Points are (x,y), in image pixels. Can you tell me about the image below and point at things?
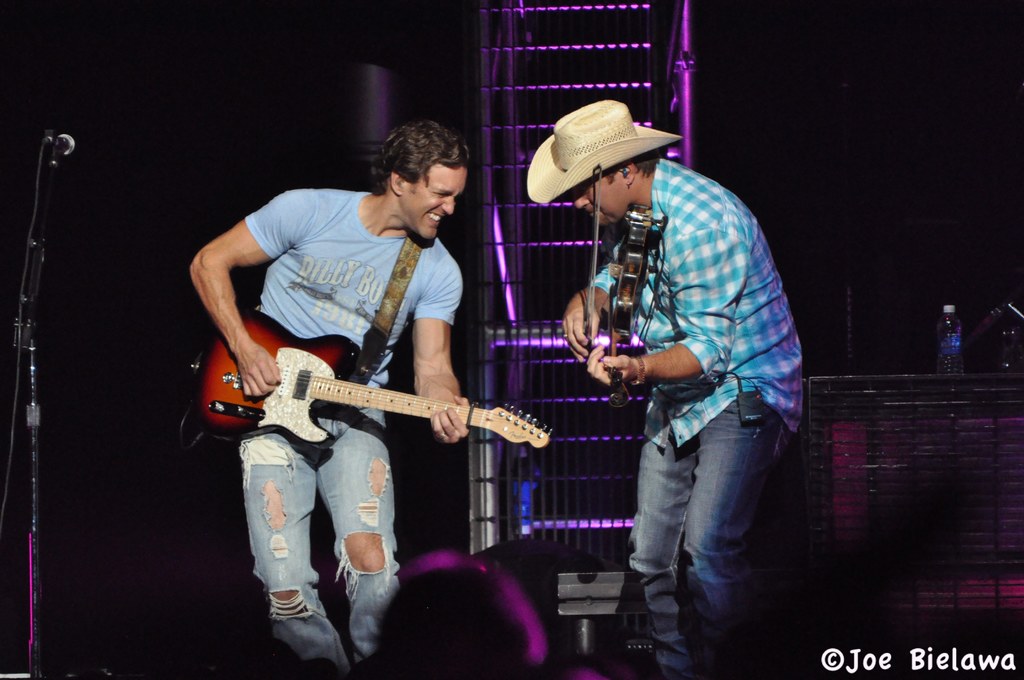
In this picture in the left (323,265) one man (323,269) is playing guitar (333,382) he is smiling, beside him one man (705,334) is playing violin (627,265) he is wearing a hat (642,152) and a checked shirt (733,309). In the left (47,162) there is a mic (61,142). In the right (952,359) there is a table (963,478) there is a bottle (952,340) on it. In the background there is a grill like structure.
